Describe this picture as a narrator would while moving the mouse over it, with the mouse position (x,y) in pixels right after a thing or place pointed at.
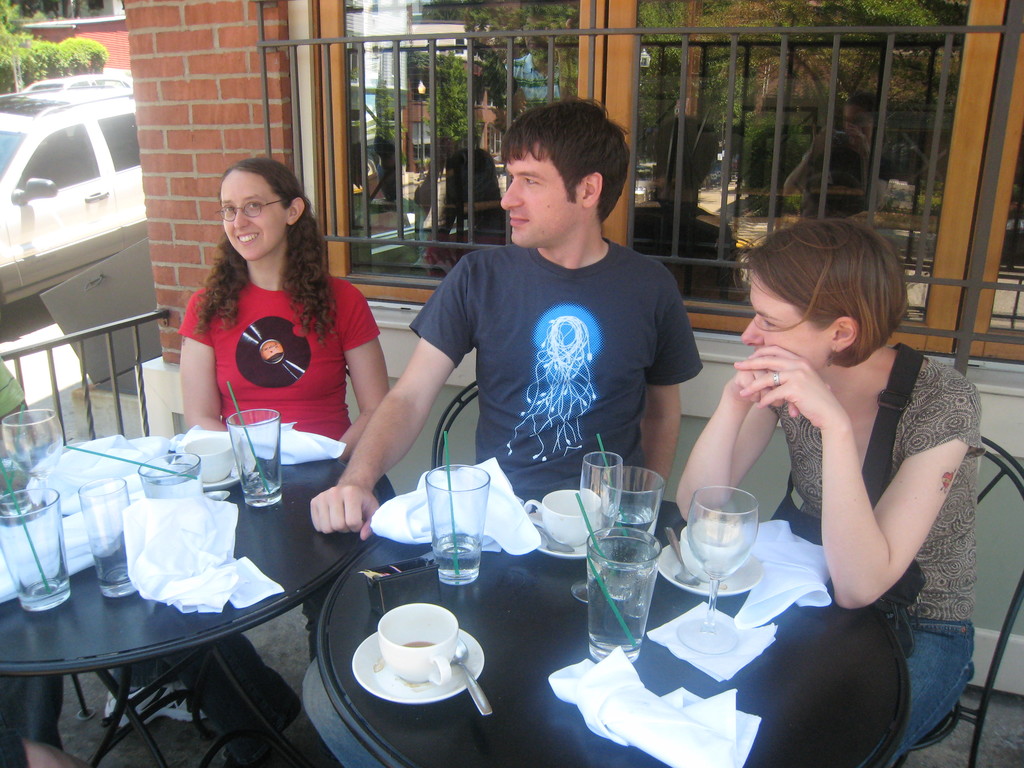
In this image I can see two women (974,611) and a man (497,278) are sitting on chairs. I can also see she is wearing a specs (270,202) and a smile on her face (253,248). Here on these tables (303,568) I can see number of glasses (728,638), cups (425,654) and napkins (606,735). In the background (74,155) I can see few vehicles (57,122) and trees (44,69).
